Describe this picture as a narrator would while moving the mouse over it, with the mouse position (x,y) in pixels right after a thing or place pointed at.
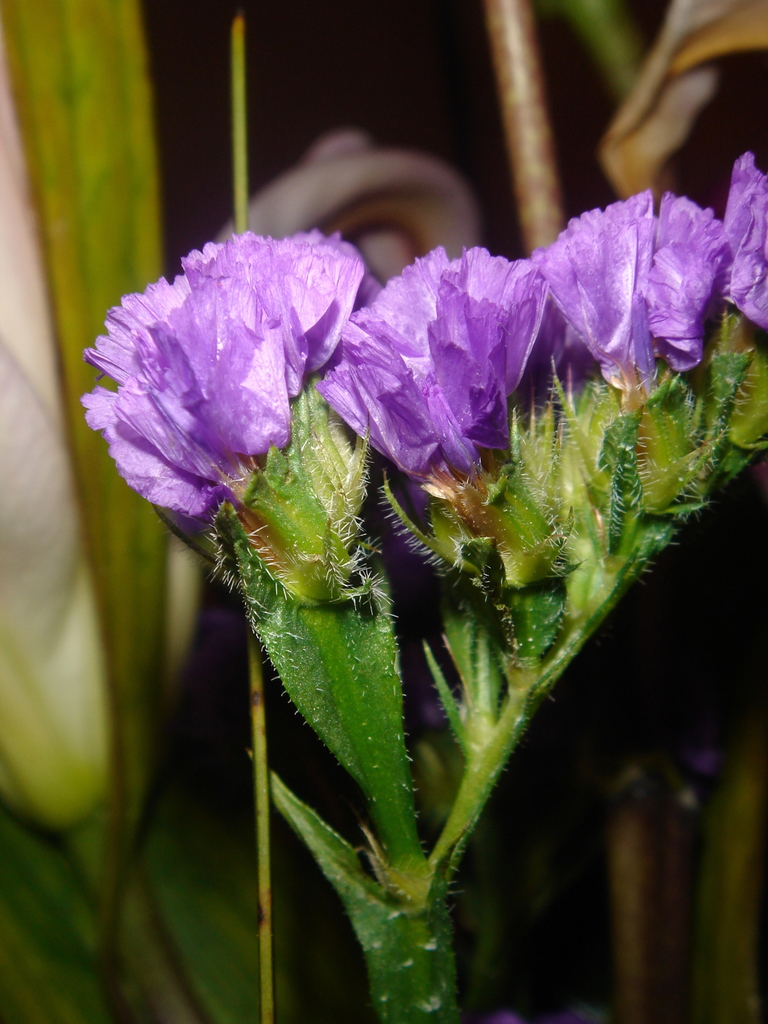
In this picture we can see flowers (472,442) with plants (437,553) and in the background (485,820) we can see it is dark.
